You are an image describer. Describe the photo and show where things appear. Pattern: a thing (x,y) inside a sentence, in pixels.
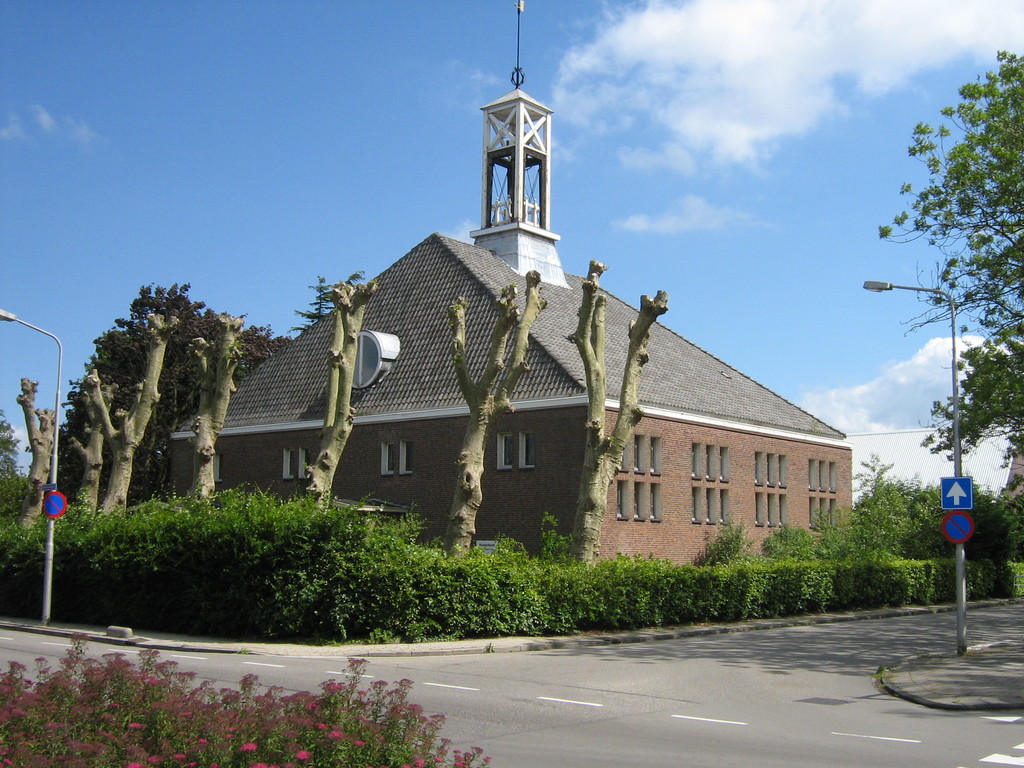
In this image we can see flowers (169,704) on a plant (251,722), in front of the plant (328,726) there is a road (741,672), on the pavement (983,670) of the road (824,667) there is a lamp post (962,551) with direction boards (960,523) on it, on the other side of the road (679,643) there are bushes (452,569), trees (457,510) and a house (478,359).
